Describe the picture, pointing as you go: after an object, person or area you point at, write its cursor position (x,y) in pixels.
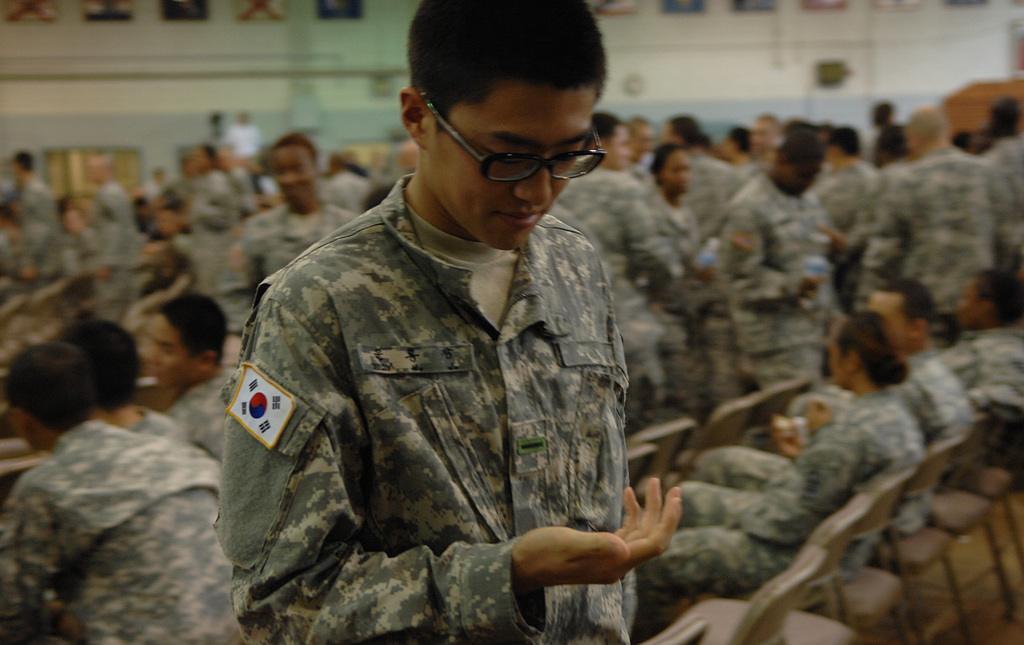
In the foreground of the picture (552,271) we can see a soldier (471,362). In the middle of the picture (670,269) we can see many soldiers (175,245) few are sitting in chairs (61,295) and others are standing. The background (123,118) is blurred.
